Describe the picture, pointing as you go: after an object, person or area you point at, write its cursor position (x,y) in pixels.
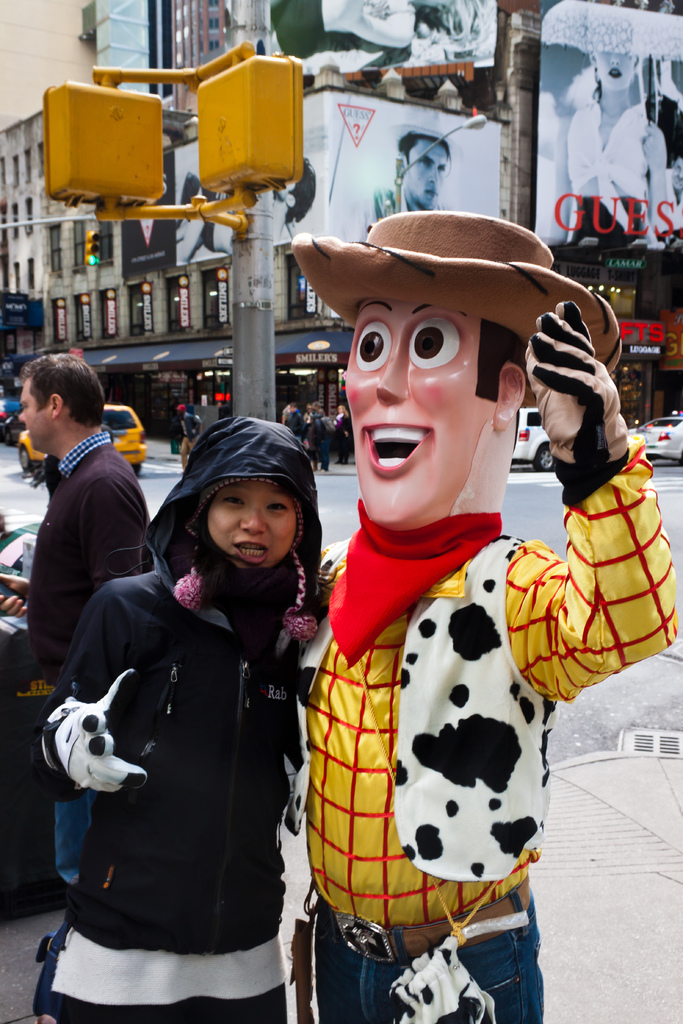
In this image there is a person (440,692) in a costume (440,707), beside the person (346,836), there is a woman (174,624), in the background (95,522) there is a man (95,511) standing and there are cars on a road (353,475) and people (314,438) walking on a footpath (343,470) and there is a building (2,195), on that building (381,49) there are posters (369,148), on that there are pictures (471,146) and there is a pole (255,18) for that pole (252,7) there are boxes (220,148).
